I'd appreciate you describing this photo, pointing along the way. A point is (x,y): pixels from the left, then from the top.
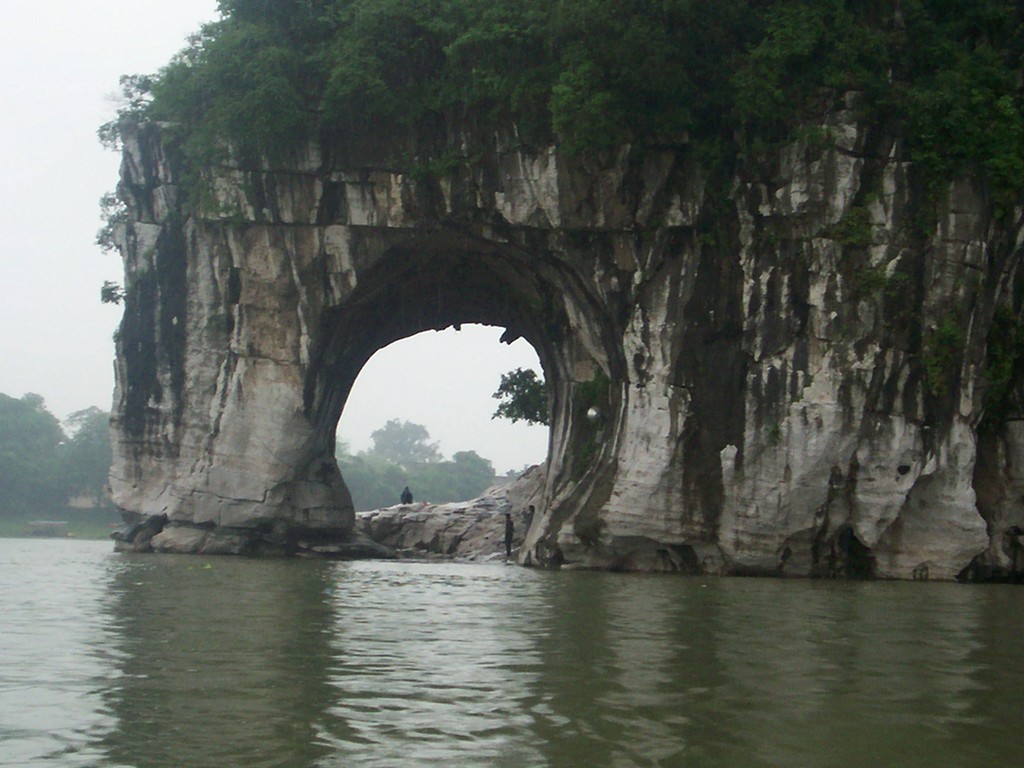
In the image there is a lake (518,594) in the front (187,589) with a huge stone arch (468,160) in the back (544,148) with trees (386,59) above it and few persons (406,497) standing under it, over the background (409,482) there are trees (70,464) and above its sky (57,157).
